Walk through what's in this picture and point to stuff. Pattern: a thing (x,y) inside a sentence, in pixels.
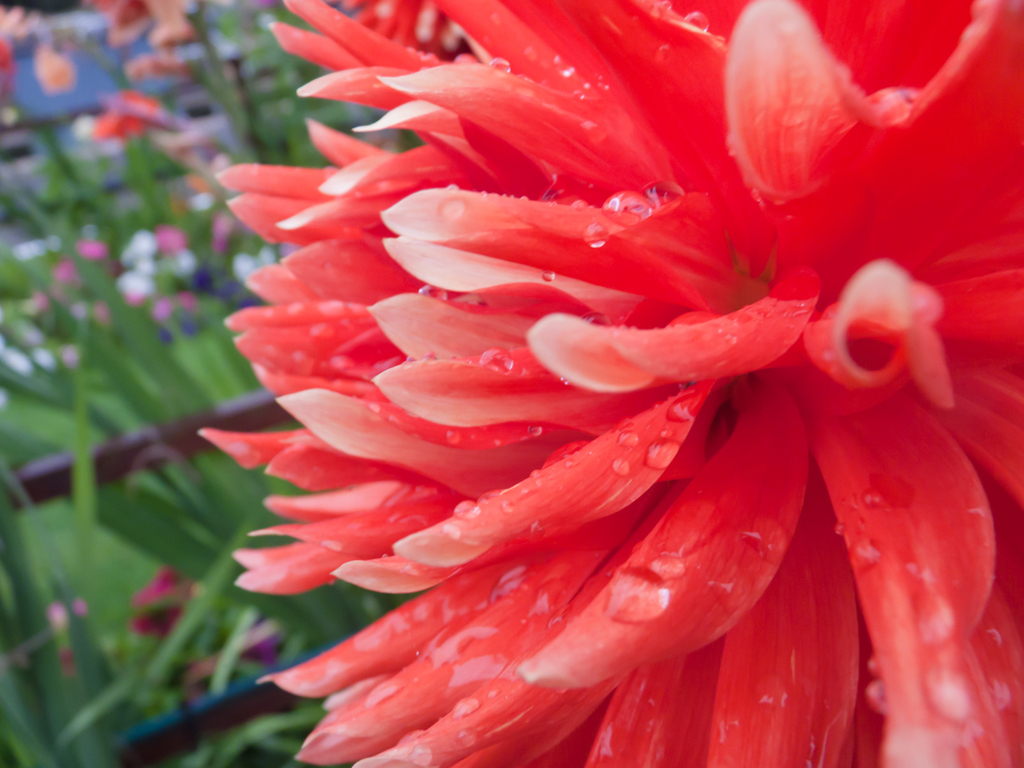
In this image we can see a flower (658,414). In the background (204,273) it is blurry and we can see plants (103,338) and flowers (114,112).
